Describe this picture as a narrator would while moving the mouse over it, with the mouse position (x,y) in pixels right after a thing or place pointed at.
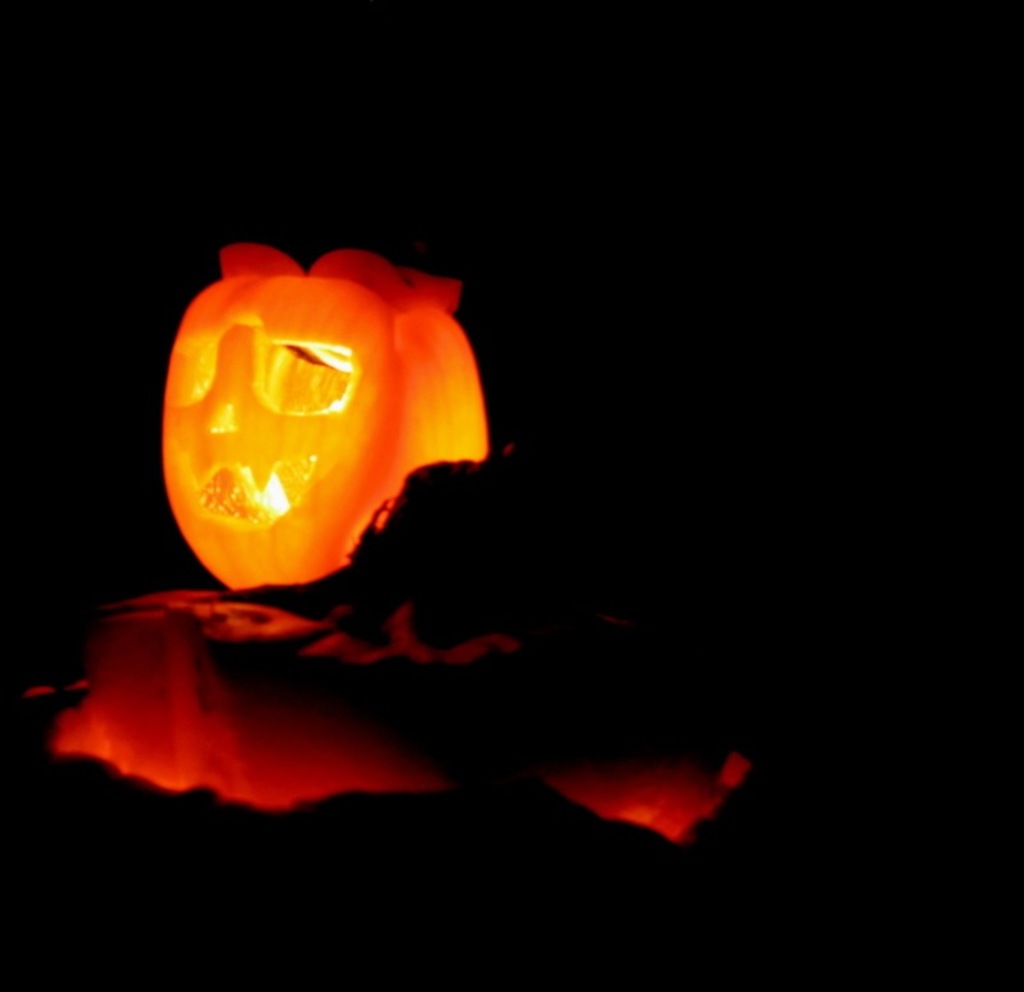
In this image we can see a halloween pumpkin (422,407).
